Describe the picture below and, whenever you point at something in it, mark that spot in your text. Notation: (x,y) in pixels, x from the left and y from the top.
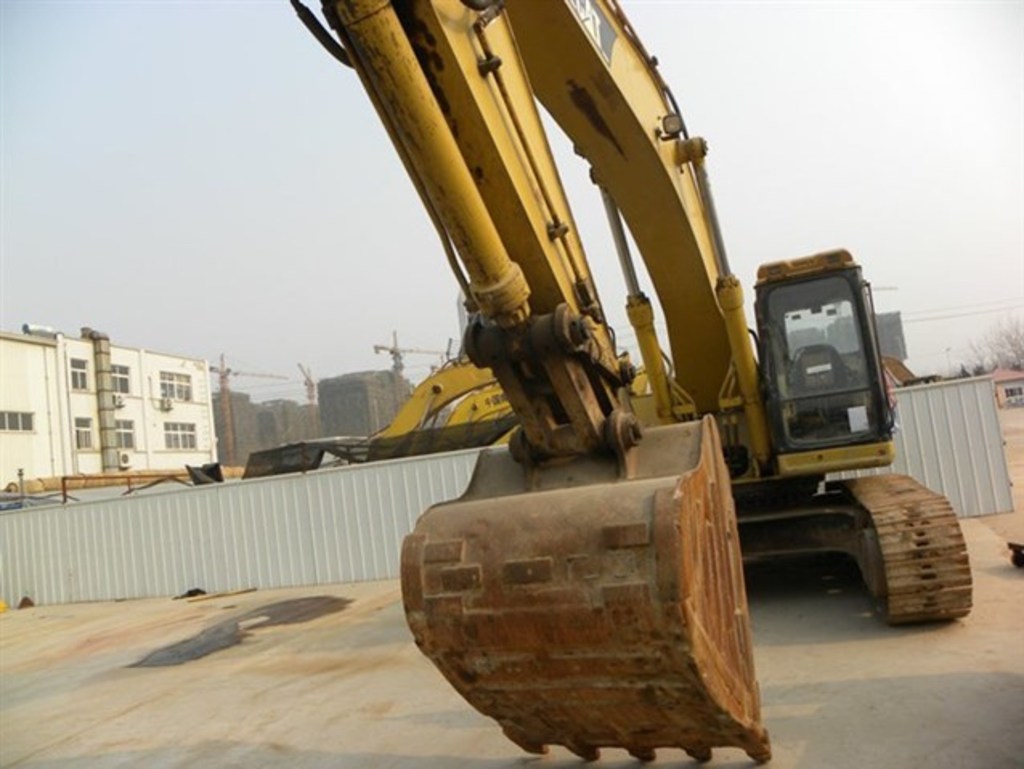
This image is taken outdoors. At the top of the image (213,130) there is the sky (839,146). At the bottom of the image (182,679) there is a floor (416,672). on the left side of the image (164,426) there are a few buildings (151,436) and there are a few weight lifting cranes (227,428). On the right side of the image (998,370) there is a house (998,386) and there are a few trees (979,358). In the middle of the image (556,423) there are two excavators (502,332) and there is a fence (952,450).
